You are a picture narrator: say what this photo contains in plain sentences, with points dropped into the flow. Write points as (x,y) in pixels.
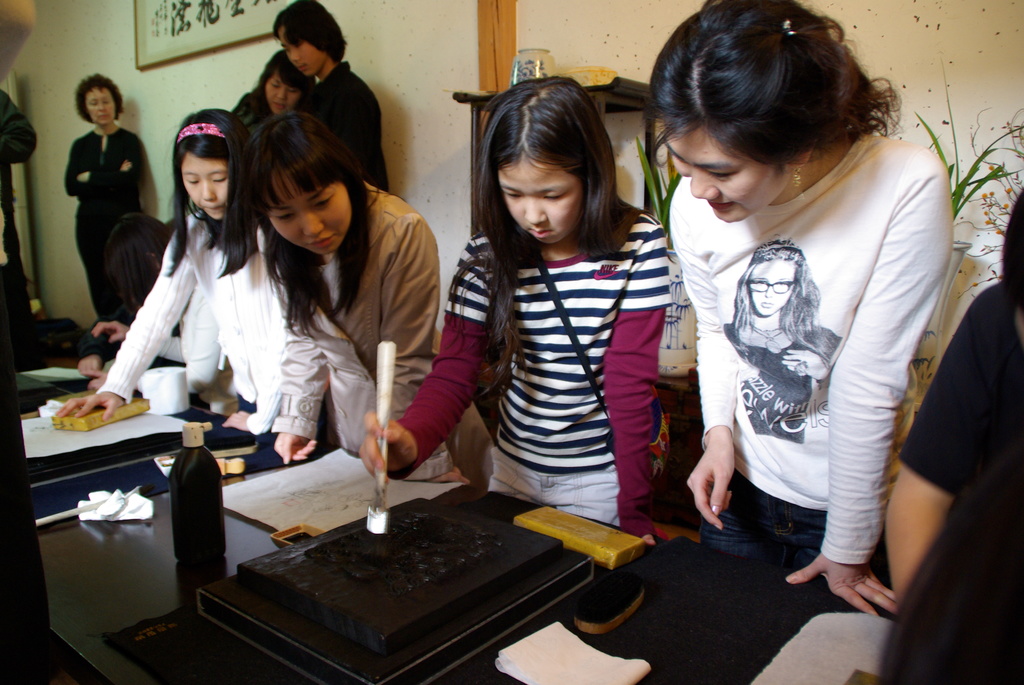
In the image we can see there are people (612,440) who are standing and in front of them there is a table (204,580) on which there is a ink bottle (205,516) and a plate (399,567) in which there is a black colour ink (413,566) is kept and a girl (394,434) is holding a brush (386,482).
